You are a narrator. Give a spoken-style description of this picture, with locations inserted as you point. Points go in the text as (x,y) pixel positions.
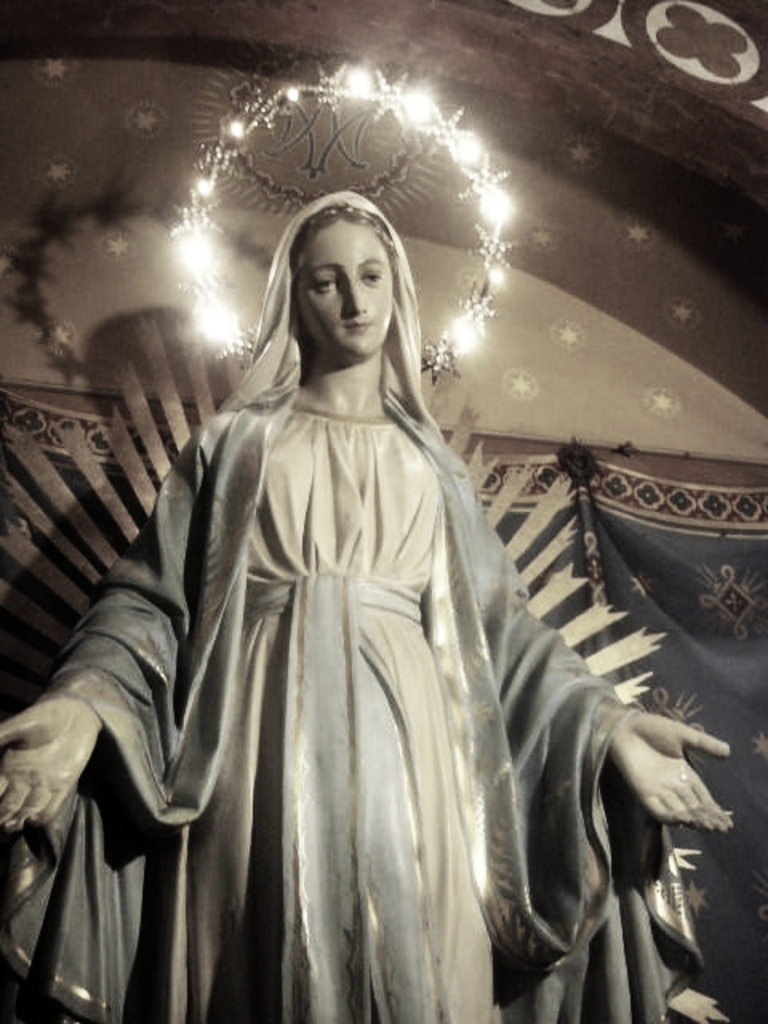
In the center of the image (372,602) we can see a statue (284,714). In the background (123,247), we can see lights (478,169) and a few other objects (751,633).
